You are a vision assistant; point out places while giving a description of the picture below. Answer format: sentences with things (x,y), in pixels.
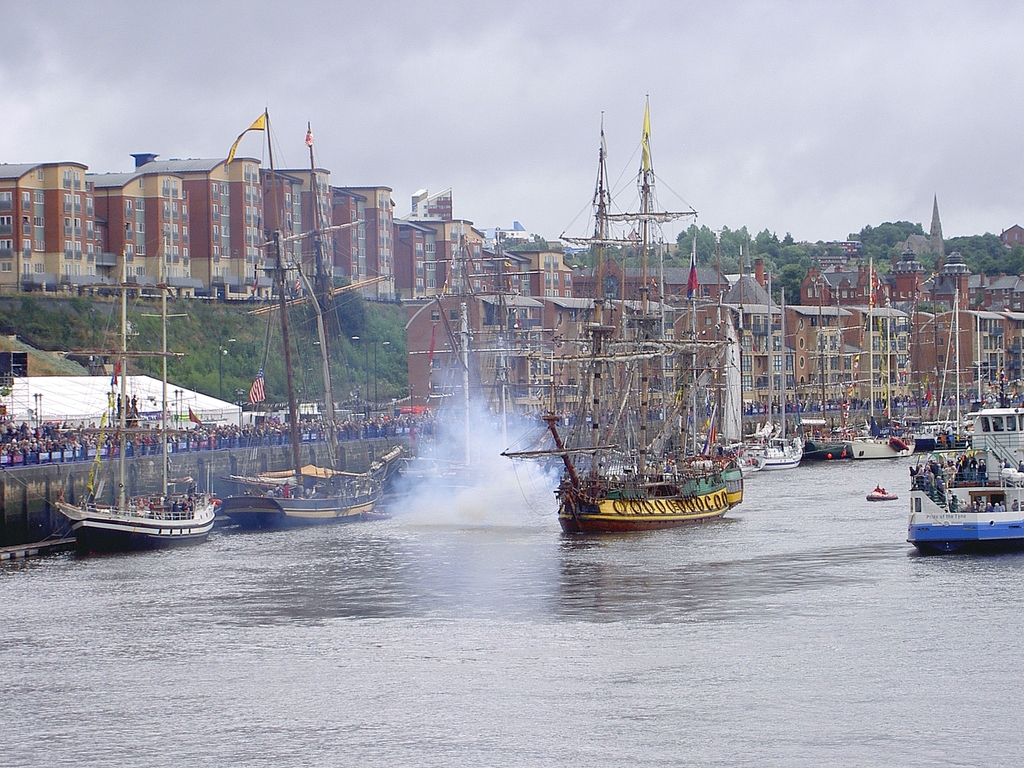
In this image we can see the buildings (557,307), trees (774,283), flags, poles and also the boats (693,479) on the surface of the water (830,539). We can also see the wall (226,469), people (360,422) and also the cloudy sky (693,80).
